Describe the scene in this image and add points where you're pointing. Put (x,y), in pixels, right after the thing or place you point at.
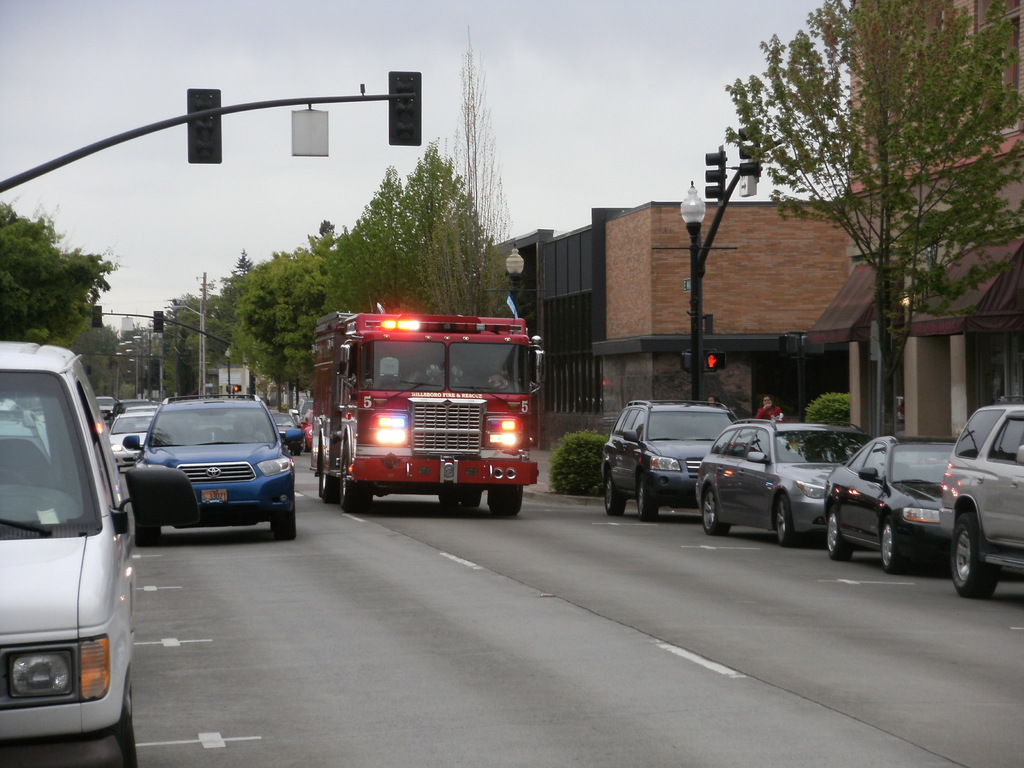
In this image we can see some vehicles (205,477) on the road (212,569) and there are few traffic lights (722,170) attached to the poles (695,281) and we can see some trees (35,322) and plants (824,417). There are few people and buildings (761,330) on the right side of the image (1001,209) and at the top (144,90) we can see the sky (134,221).
